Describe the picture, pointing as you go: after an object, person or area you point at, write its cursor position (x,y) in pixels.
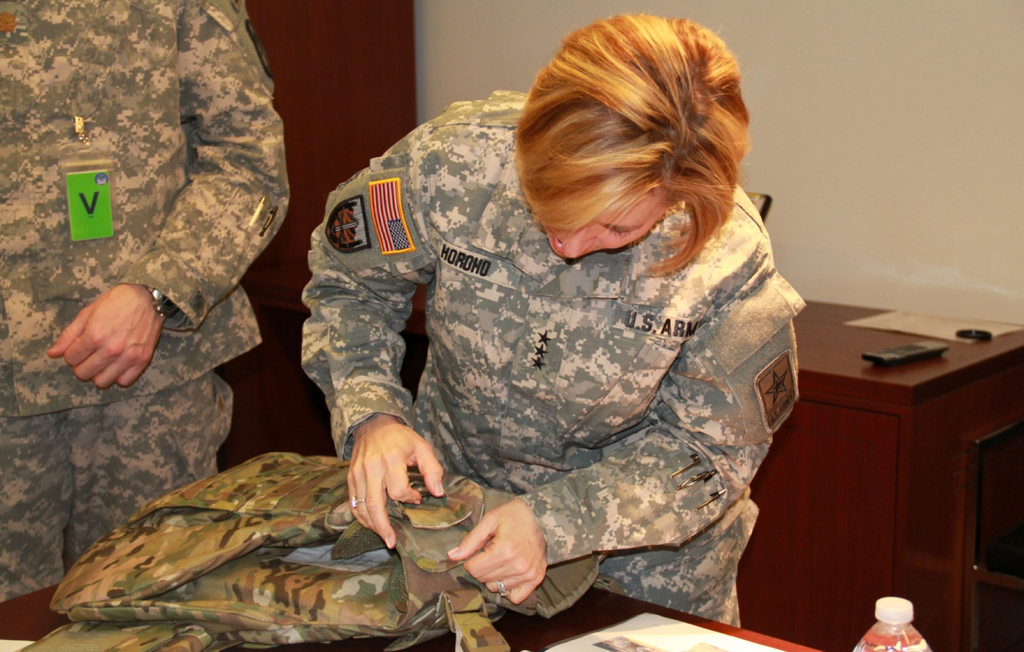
In this image we can see two people (437,299) wearing uniforms (475,353). The person (540,379) standing in the center (664,335) is holding a bag (377,541). At the bottom (7,626) there is a table (20,633) and we can see a bottle (885,620), paper (630,627) and a bag (365,620) placed on the table (581,630). In the background (839,409) there is a stand (878,371) and we can see a remote (927,353), paper (930,335) and an object (967,335) placed on the stand (833,402). There is a wall (864,118).
